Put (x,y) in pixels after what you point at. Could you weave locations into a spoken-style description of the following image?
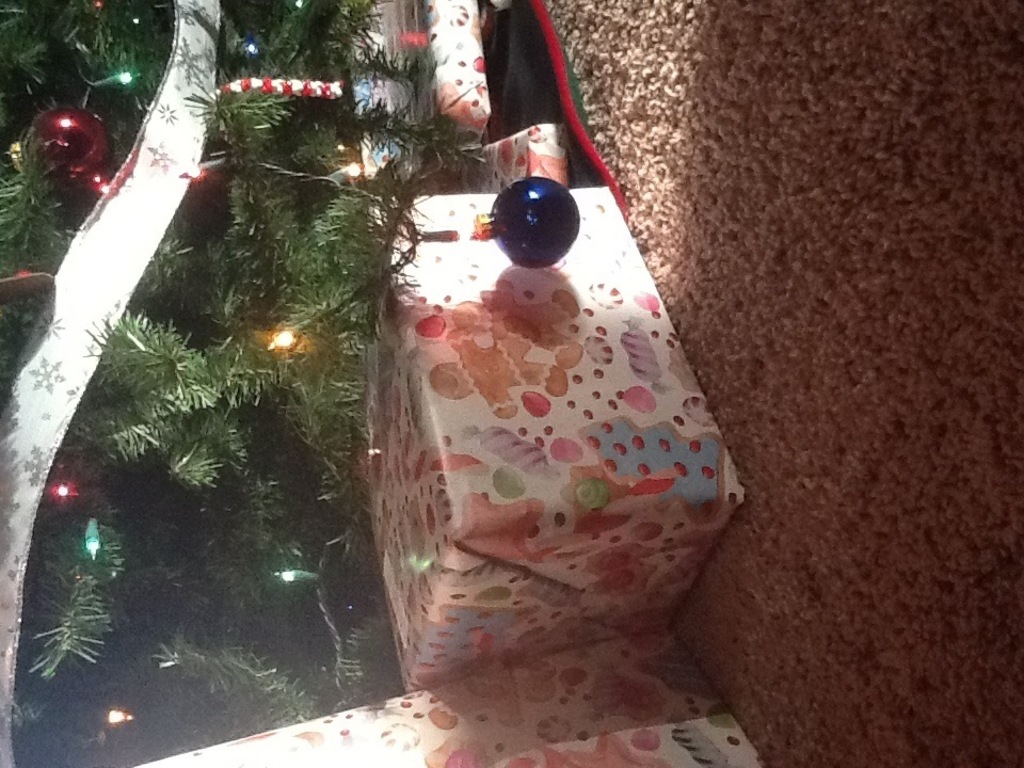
On the left side of the image (335,195) there is a Christmas tree (12,35). In front of the Christmas tree (304,376) there are gifts (549,683). There are lights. At the right side of the image (864,152) there is a carpet (848,236).
